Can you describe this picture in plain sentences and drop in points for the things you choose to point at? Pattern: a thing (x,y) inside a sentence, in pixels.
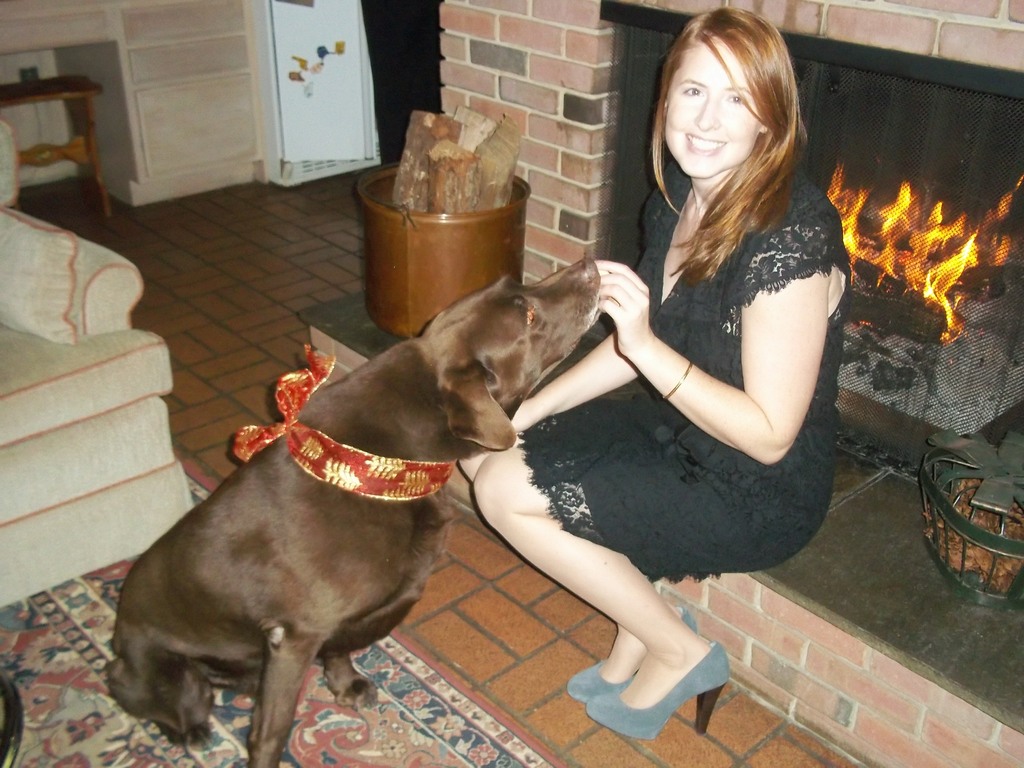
In this image there is a dog (490,442) with a woman (599,306) beside her, the woman (649,341) is having a smile on her face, in front of the woman (629,359) there is a sofa bed (106,373), behind the woman (718,314) there is a fireplace (810,162).
